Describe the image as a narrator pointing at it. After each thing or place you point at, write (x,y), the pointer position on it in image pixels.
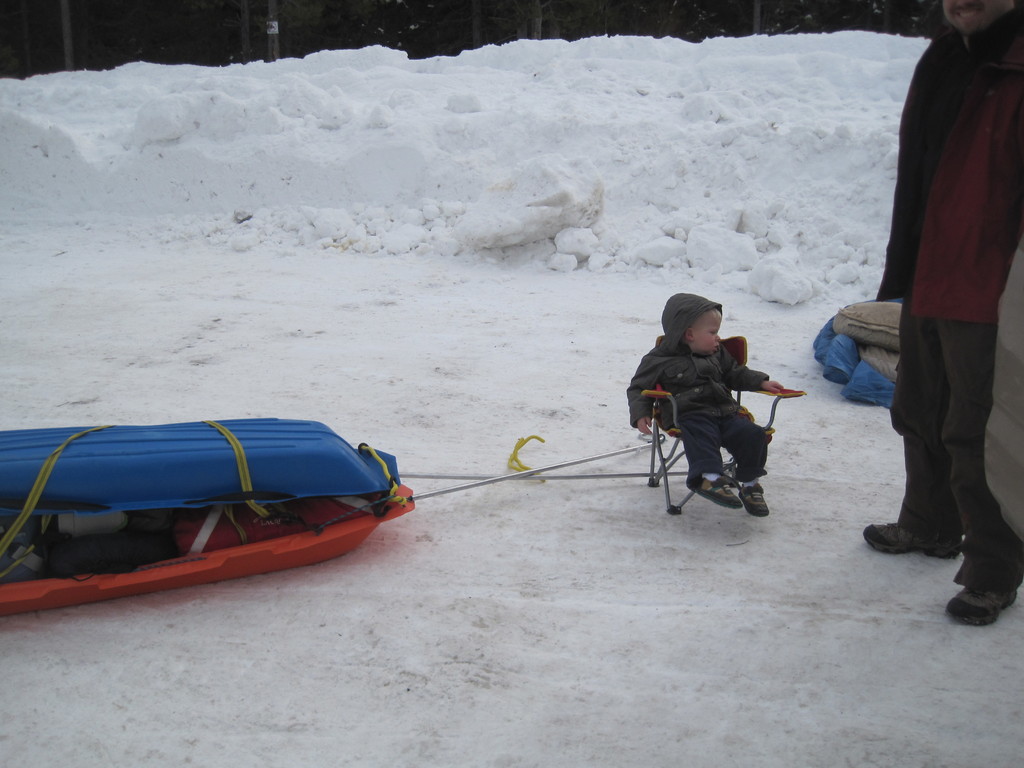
In this picture we can see a child (718,450) sitting on a chair (743,413) and a person (919,254) standing on the ground (421,451) and in the background (161,21) we can see trees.
